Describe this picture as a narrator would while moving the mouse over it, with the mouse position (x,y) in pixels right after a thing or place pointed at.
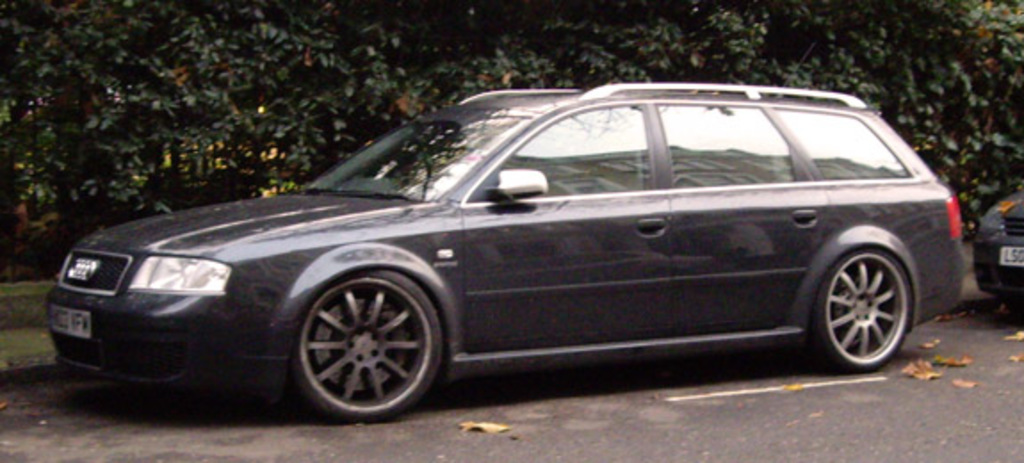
In this image, we can see a car (578,254) is parked on the road (596,377). Background (782,74) there are few trees (835,71). On the right side (1008,255), we can see another vehicle head light (994,226) and number plate (1013,259).
